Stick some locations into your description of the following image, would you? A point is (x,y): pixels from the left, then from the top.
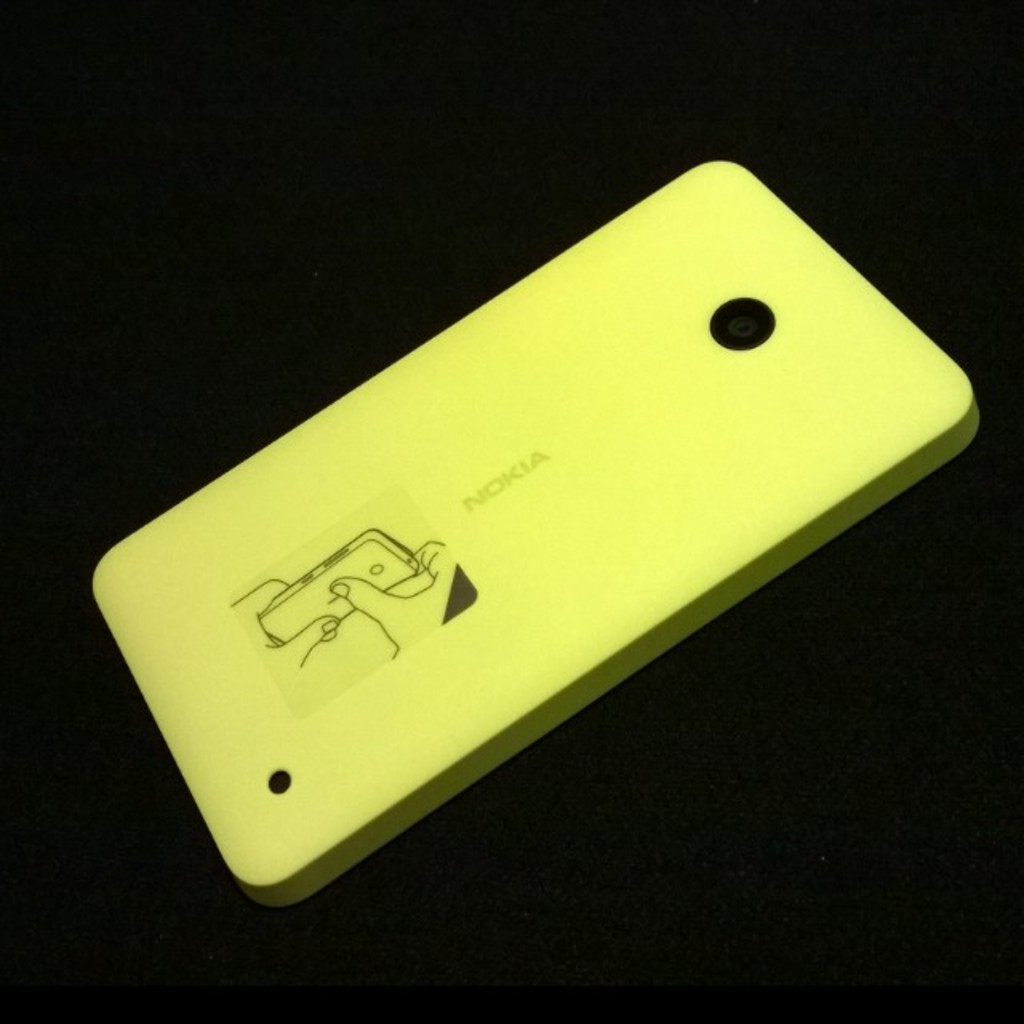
In this image, this looks like a mobile case cover (674,500), which is yellow in color. The background (192,124) looks dark.
